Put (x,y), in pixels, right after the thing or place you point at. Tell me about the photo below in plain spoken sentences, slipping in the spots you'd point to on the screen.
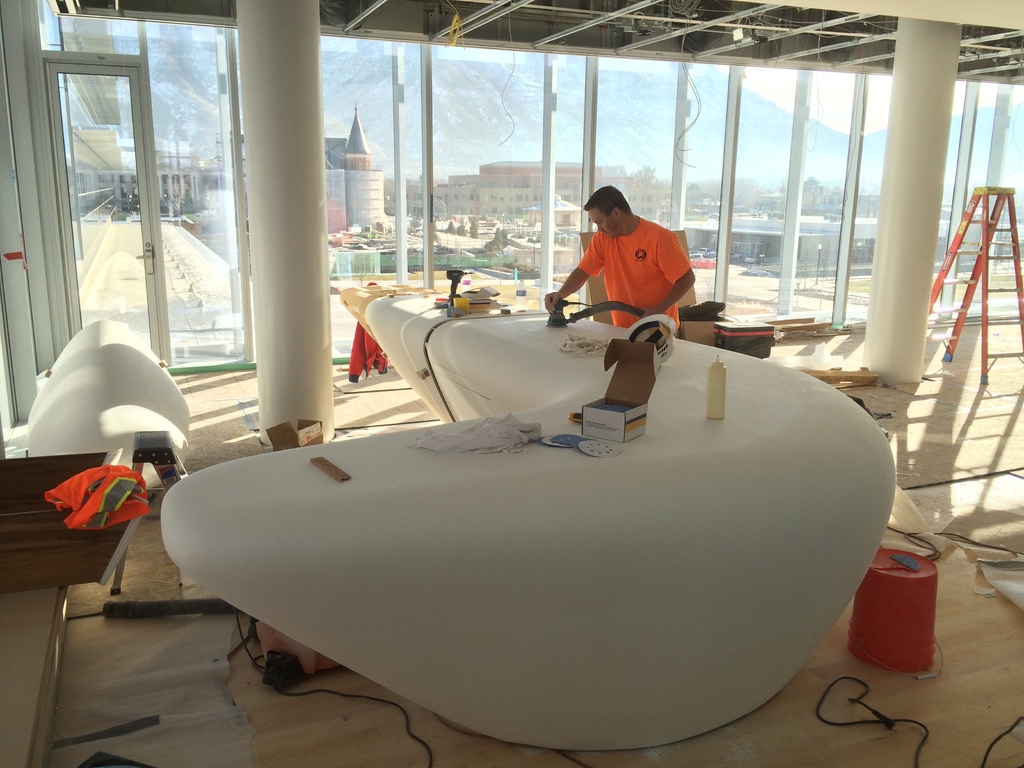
The person (588,273) wearing orange shirt (608,288) is working and there are buildings (623,187) in the background (381,170).
